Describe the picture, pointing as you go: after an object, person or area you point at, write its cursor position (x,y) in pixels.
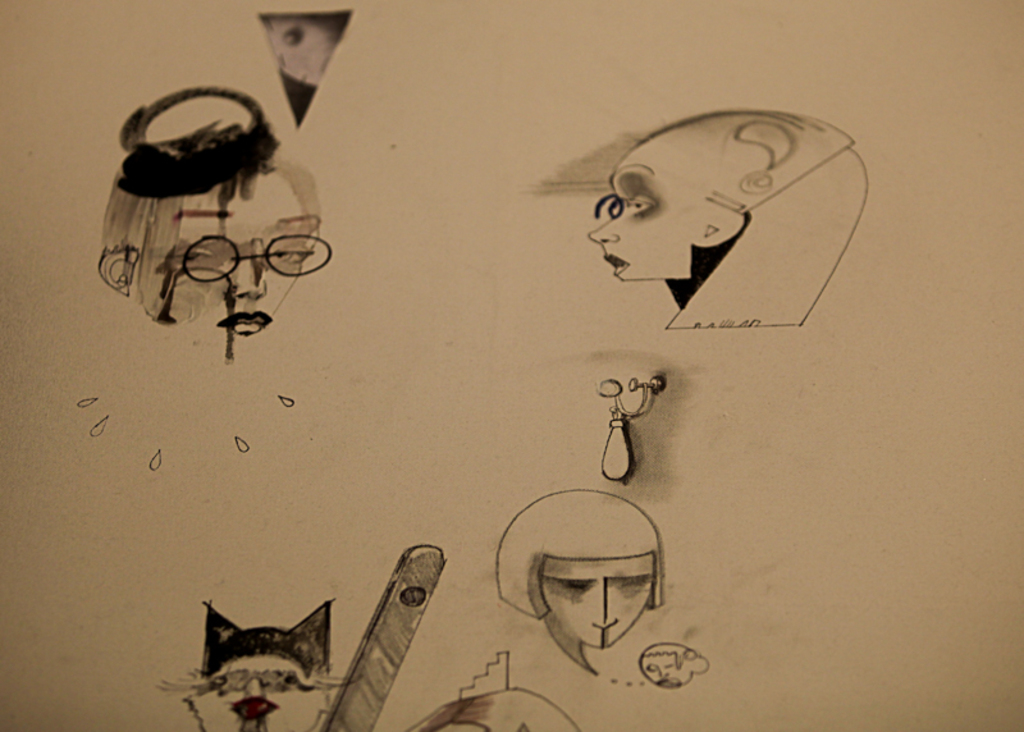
In this picture there are sketches (213,162) of people (650,541) and objects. At the back (78,176) there is a cream color background (787,526).
